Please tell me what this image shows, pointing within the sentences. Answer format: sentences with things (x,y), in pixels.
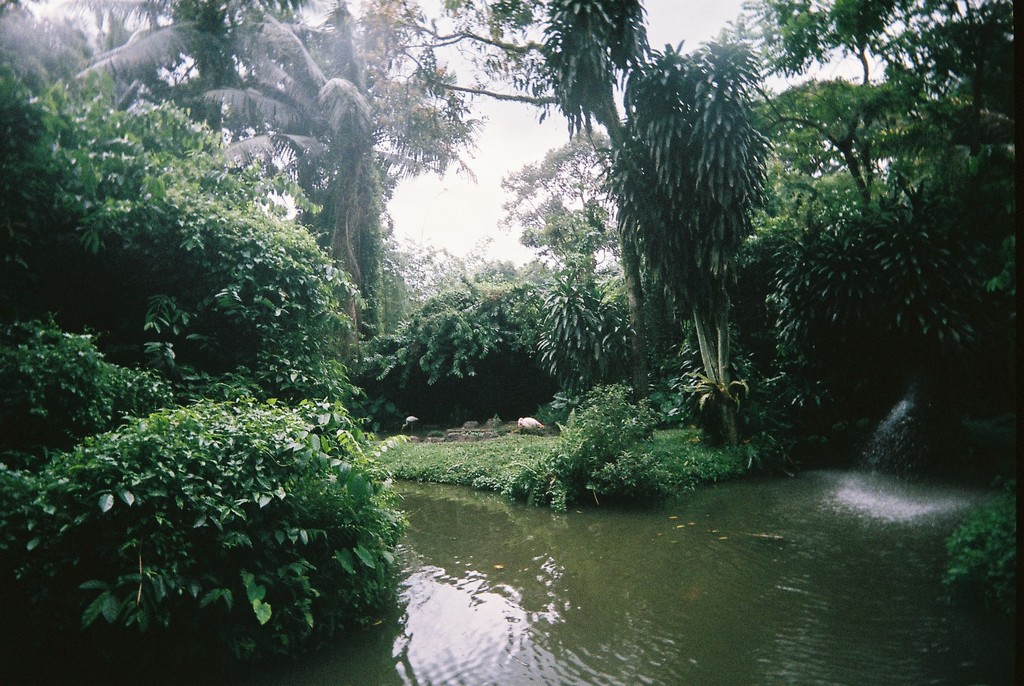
In this image, these are the trees (294,105) with branches (357,211) and leaves (810,314). I can see the bushes (588,424). This looks like a pond (778,609) with the water (730,621) flowing. These look like the birds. This is the sky (457,226).
